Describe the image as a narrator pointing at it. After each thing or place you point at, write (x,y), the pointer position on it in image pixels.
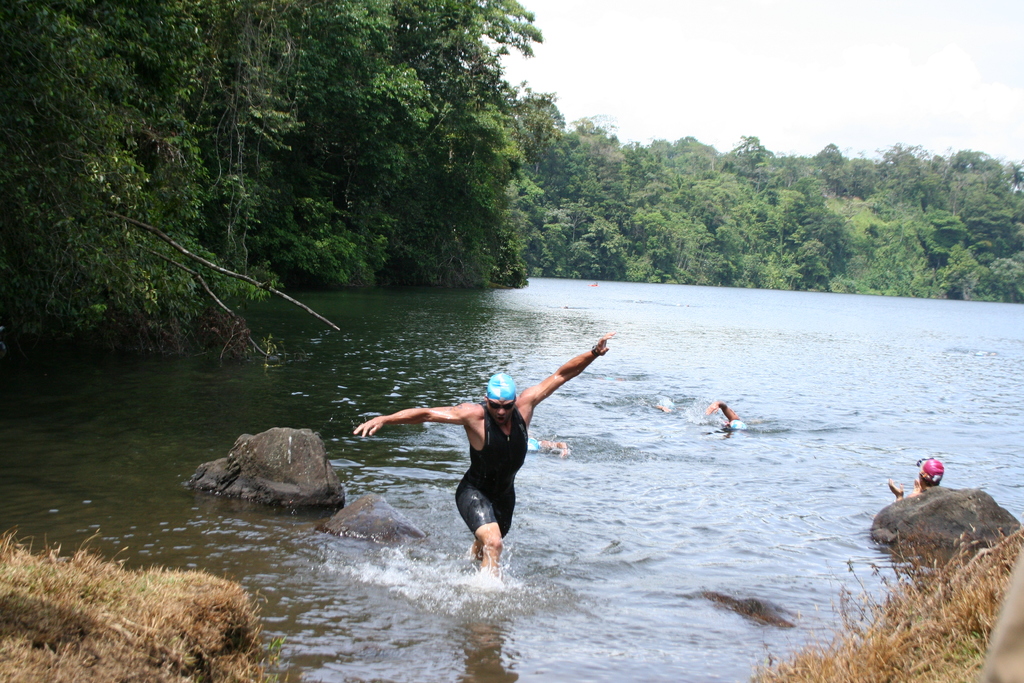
In this picture I can see the grass (973,649) in front (941,631) and in the middle of this picture (625,372) I can see the water (804,303), in which I see few persons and I see the rocks (384,529). In the background (874,36) I can see the trees (700,157) and the sky (690,70).
